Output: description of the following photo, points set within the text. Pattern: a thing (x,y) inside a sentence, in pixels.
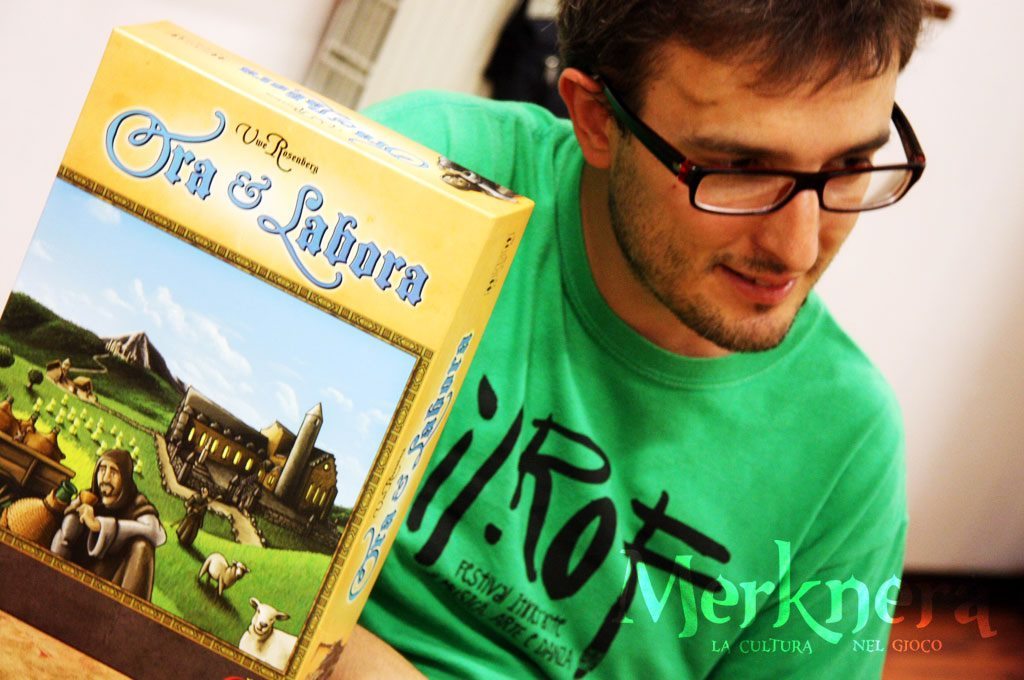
In this image we can see a man (649,463) wearing a green shirt (675,440). In the background (951,398) there is a wall (429,86). On the left (121,585) we can see a carton (103,593) placed on the table (81,663).
